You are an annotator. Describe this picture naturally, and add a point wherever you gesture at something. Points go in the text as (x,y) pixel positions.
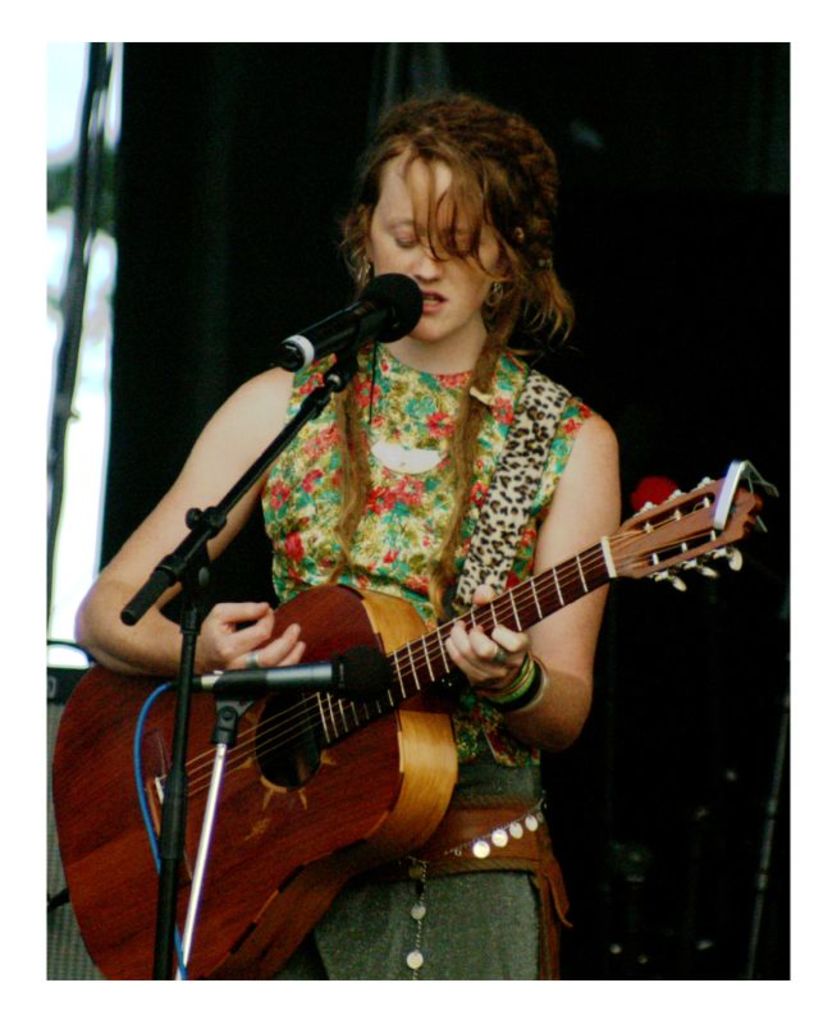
In this Picture there is a woman (505,332) who is standing, singing and playing the guitar (109,812). There is also a microphone (256,676) at the guitar (204,759).
